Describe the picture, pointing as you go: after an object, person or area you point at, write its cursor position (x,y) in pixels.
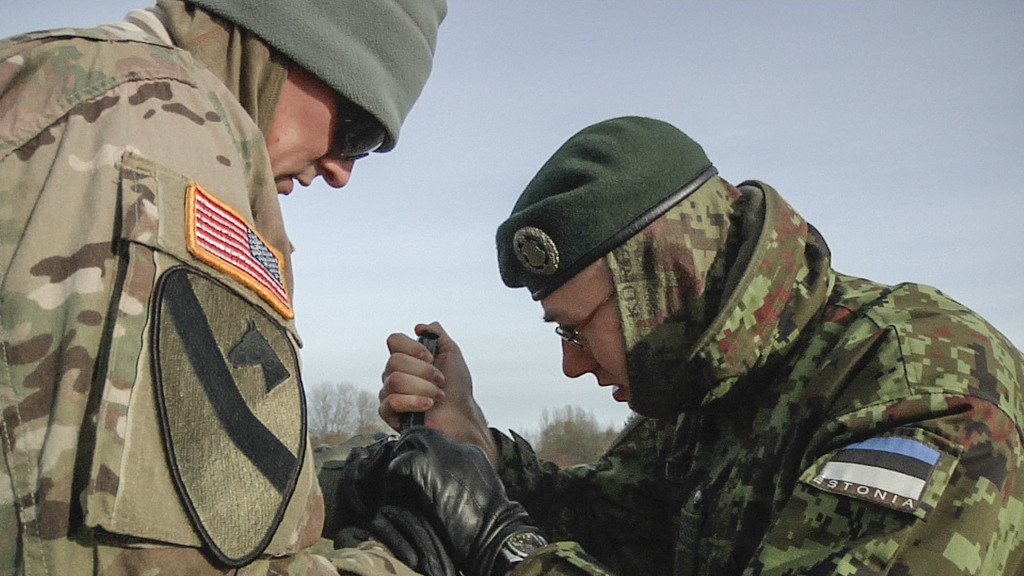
In the picture there are two soldiers (860,325), the second soldier (802,297) is holding some object (412,420) in his hand (397,391) and one of the men (452,527) is wearing gloves (454,514).
